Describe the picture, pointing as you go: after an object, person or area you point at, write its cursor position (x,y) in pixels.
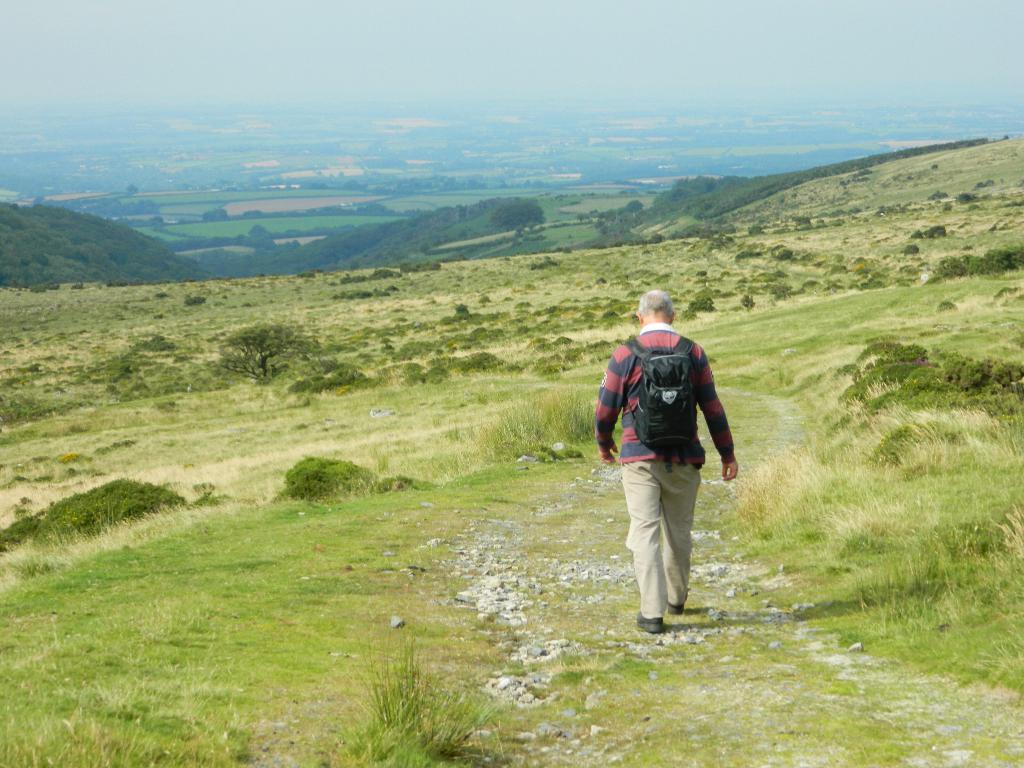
In this image there is grass (460,640). There are stones (581,570). There is a person (612,406) walking. There are trees (16,267) and mountains (81,274). In the background (817,270) there is full of greenery (274,237). There is a sky (802,79).
